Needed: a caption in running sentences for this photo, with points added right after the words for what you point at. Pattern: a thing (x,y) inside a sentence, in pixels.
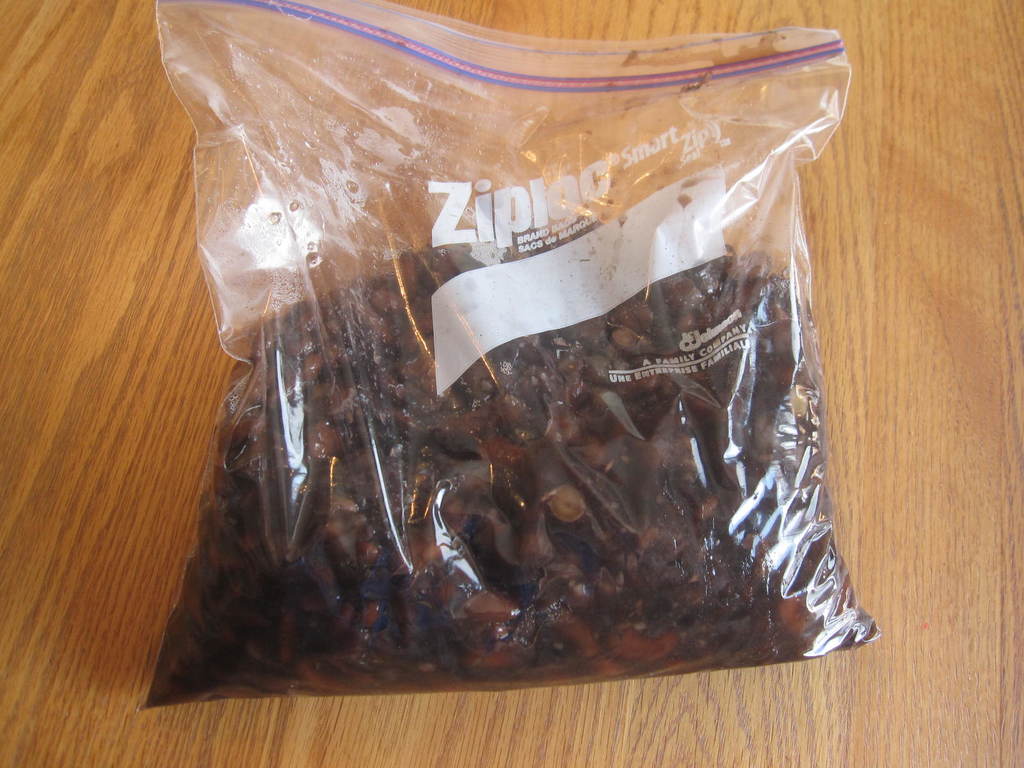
In this picture we can see a plastic cover (284,449) with food items (344,466) in it and this cover (543,78) is placed on a table (186,496).
